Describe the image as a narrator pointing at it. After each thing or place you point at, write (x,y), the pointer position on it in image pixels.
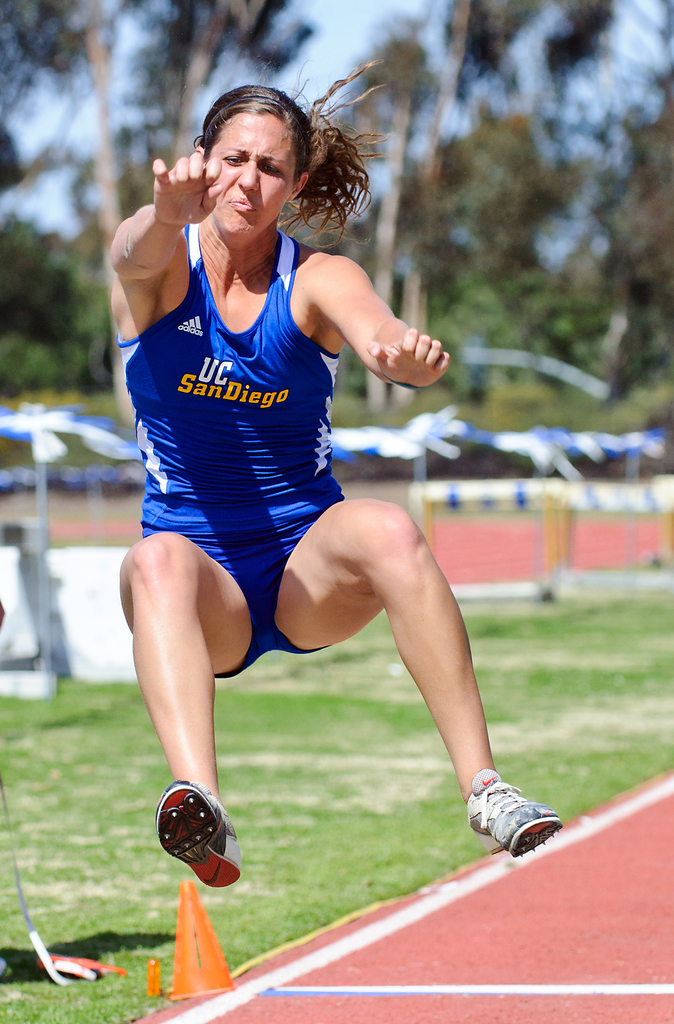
In the front of the image (272,208) I can see a woman (222,552) is in the air. In the background of the image (540,25) it is blurry. There is a traffic cone (192,907), grass (10,810), trees (501,6), sky (67,103) and objects (56,605).
